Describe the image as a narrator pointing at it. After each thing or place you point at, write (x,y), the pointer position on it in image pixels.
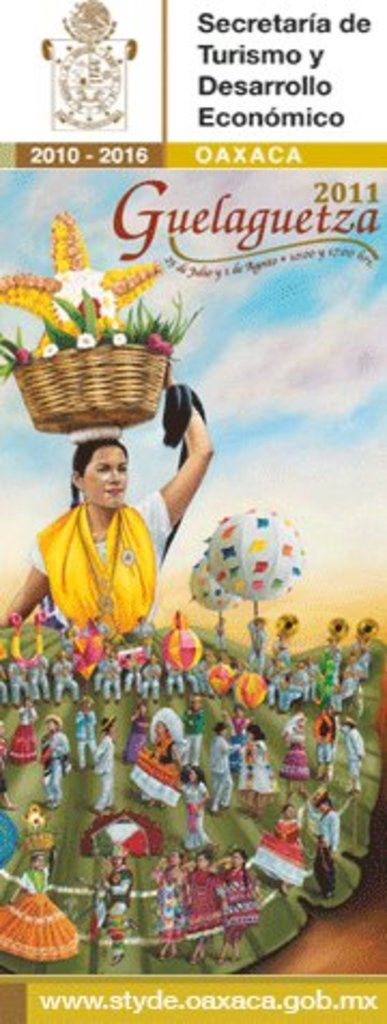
In this image we can see a poster (192,604) with some images (111,826) and text (345,212) on it.
